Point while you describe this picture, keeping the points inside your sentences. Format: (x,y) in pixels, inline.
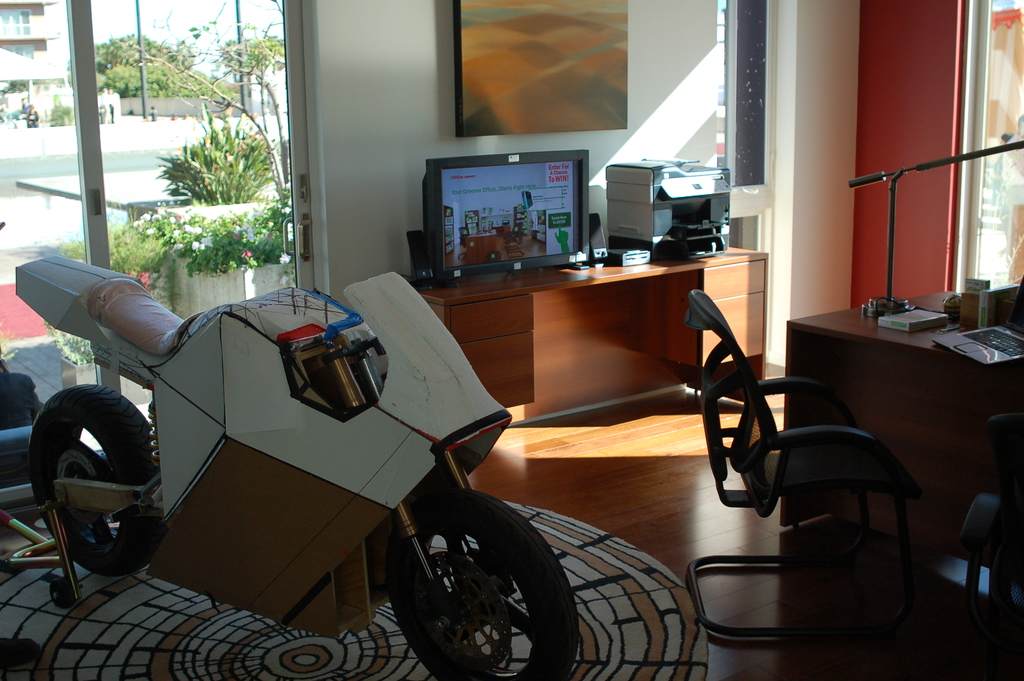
In this picture we can see a room (731,41) with motorbike (266,338) placed on a rug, chair (715,411) and on table (989,394) we can see laptop (959,335), box (913,315), lamp (874,308) here one more table (575,276) and on table (448,308) we have screen (587,212), scanner (666,185) and in background (202,152) we can see trees (216,174), sky (186,19), building (23,30) with windows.
